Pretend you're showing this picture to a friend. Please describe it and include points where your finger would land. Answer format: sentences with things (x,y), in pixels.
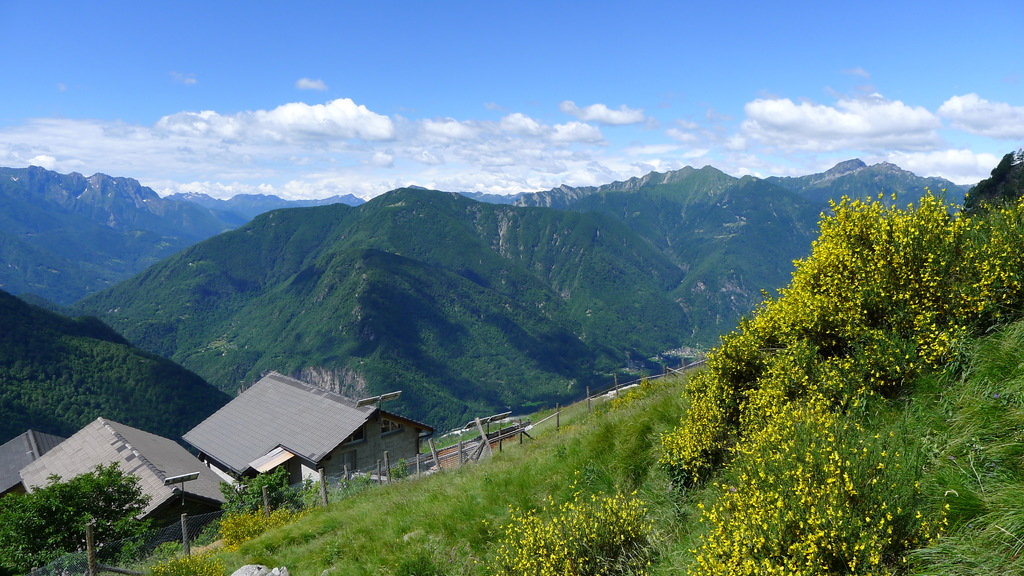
In this picture I can see many mountains (480,249). In the bottom left (146,479) I can see some wooden sheds (235,461). In the bottom left corner (142,557) I can see the fencing (126,544). On the right (749,328) I can see some yellow flowers (894,288) on the plants (892,496). Beside that I can see the grass (976,477). At the top (555,29) I can see the sky (489,30) and clouds (219,168).
